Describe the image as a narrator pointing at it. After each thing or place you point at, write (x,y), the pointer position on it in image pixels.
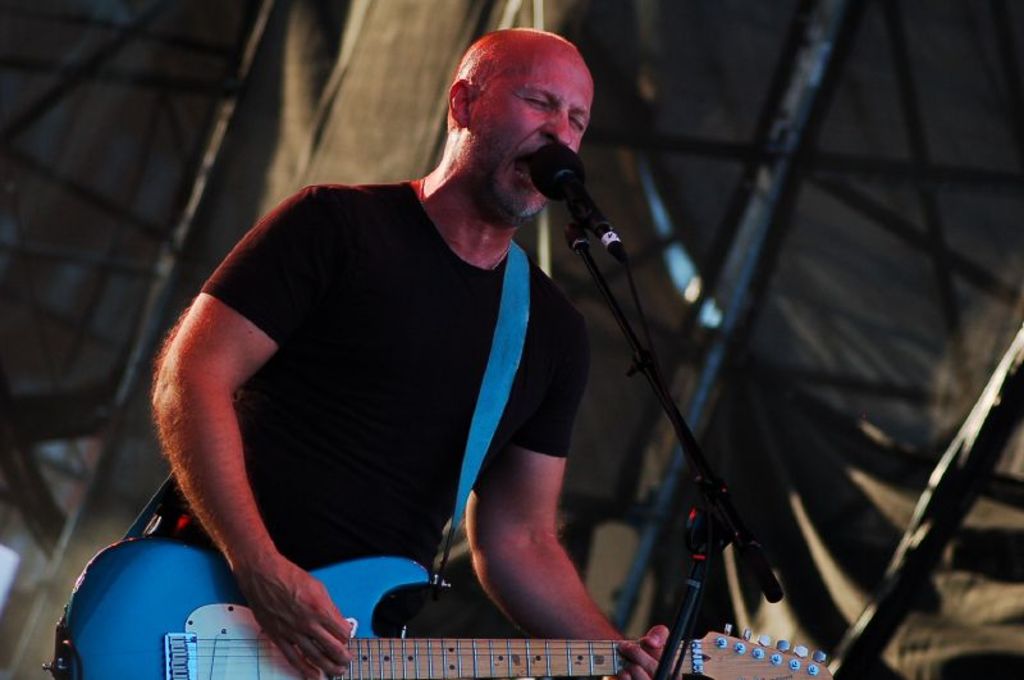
In this picture we can see man (449,367) holding guitar (695,639) in his hands (322,596) and playing it and singing on mic (545,172) and in background (383,110) we can see cloth (838,284), rods (806,132).
